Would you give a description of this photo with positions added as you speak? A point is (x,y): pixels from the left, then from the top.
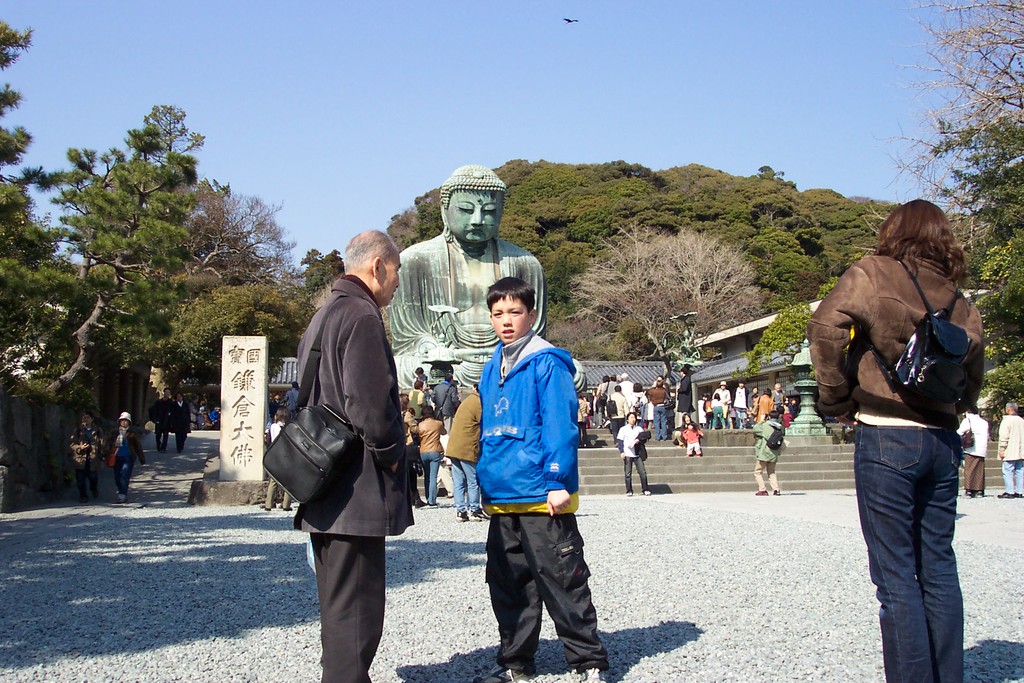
In this image I can see number of people (414,459) and I can see most of them are wearing jackets (479,432). I can also see few of them are carrying bags (306,366). I can also see shadows (398,562), stairs (714,474), number of trees (22,342), Buddha sculpture (437,251) and here I can see something is written. I can also see the sky (374,143) in background (564,104) and here I can see a bird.
